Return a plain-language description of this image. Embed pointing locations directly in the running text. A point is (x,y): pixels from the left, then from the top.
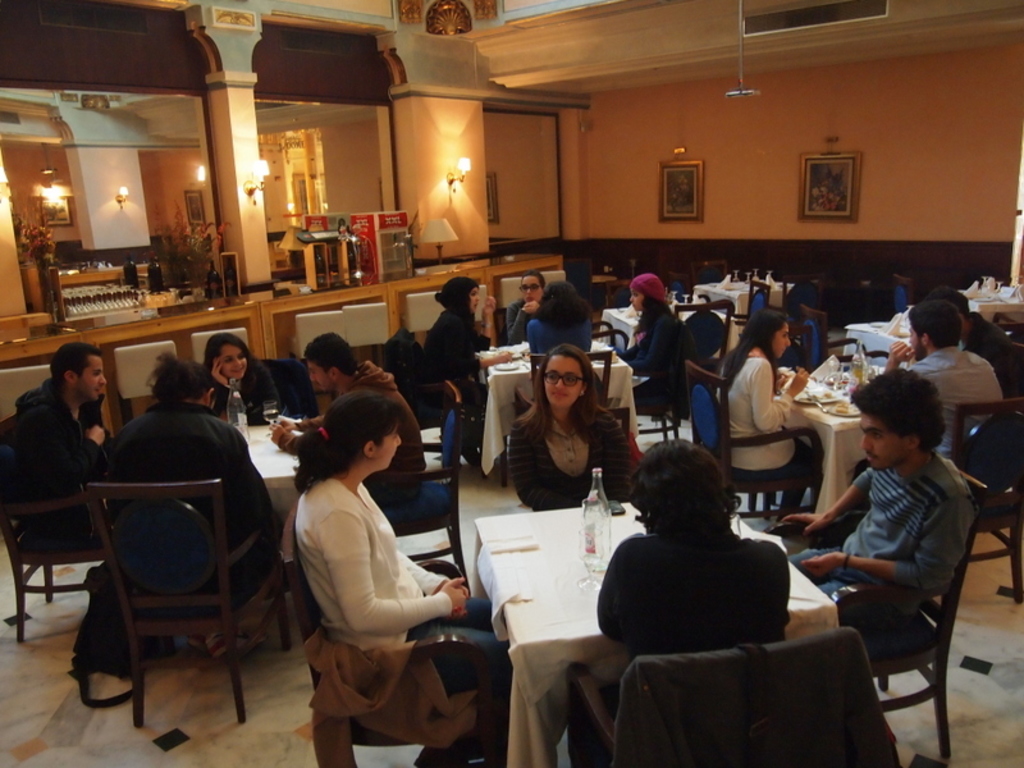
This picture shows the inner view of a building (917,127). There is one light (739,95) attached to the ceiling (771,13), some lights (458,177) attached to the wall (468,188), some objects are on the surface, some flower pots (49,298) with flowers (204,236), some lights (443,236) on the surface (468,266), some people (471,283) are sitting on the chairs (63,541) near the tables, some tables (279,469) covered with table cloth (873,326), some objects (904,330) are on the tables (628,378), some photo frames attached to the wall (757,90), some chairs (225,634) near the table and one bag (97,627) on the floor (969,593).
